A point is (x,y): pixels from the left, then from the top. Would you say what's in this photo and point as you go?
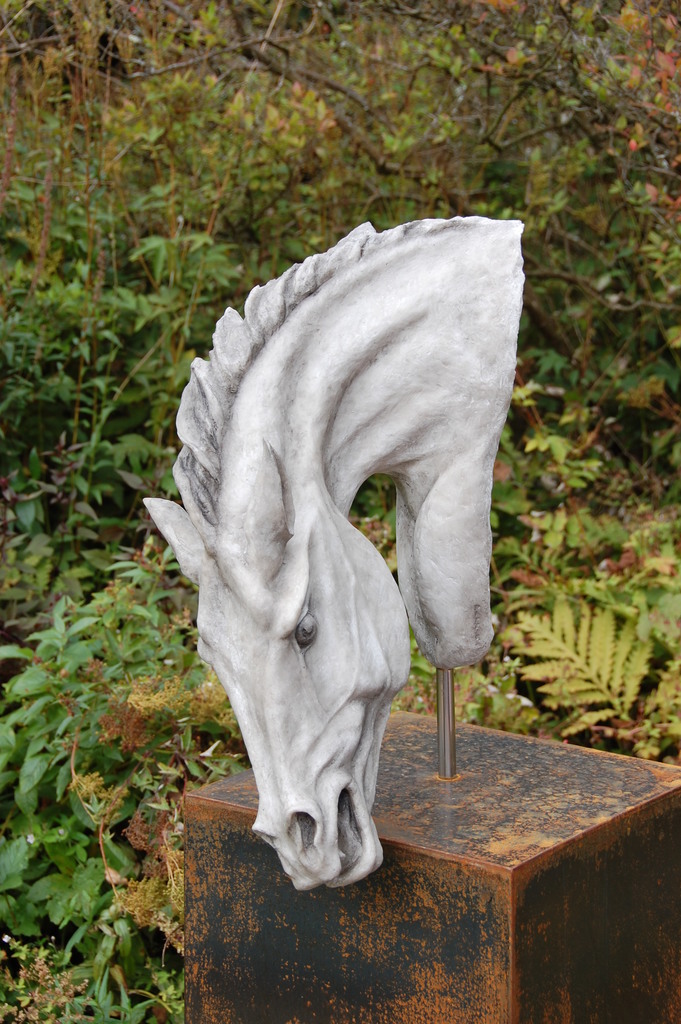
We can see animal sculpture (431,621) with rod (449,738) on the surface (563,796). In the background (628,134) we can see plants (597,81) and trees (418,66).
